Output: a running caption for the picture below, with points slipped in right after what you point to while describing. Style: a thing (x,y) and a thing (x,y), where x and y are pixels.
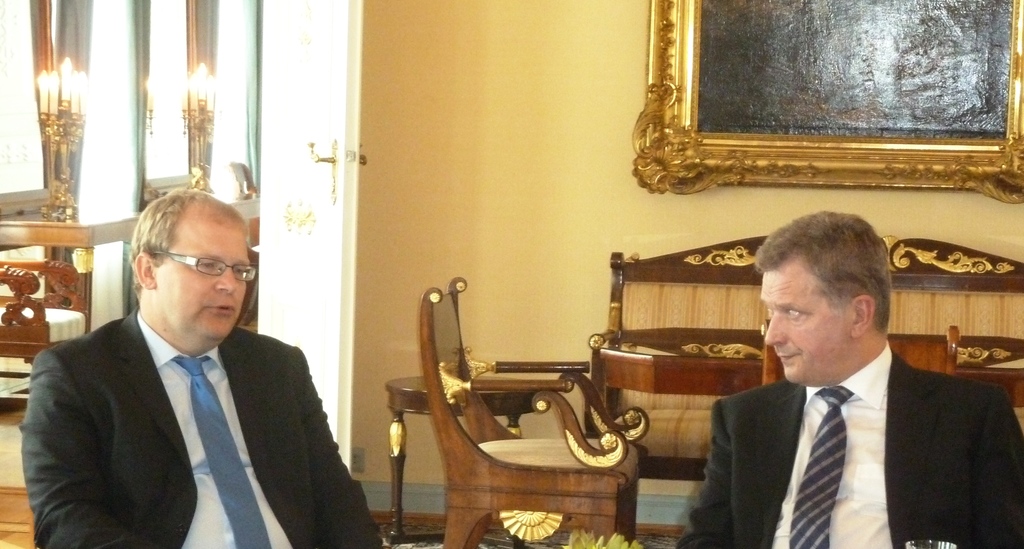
In this picture we can see two persons (224,478) are talking each other, behind we can see chair (532,522), couch (651,284) and frame (745,130) to the wall (585,162).
